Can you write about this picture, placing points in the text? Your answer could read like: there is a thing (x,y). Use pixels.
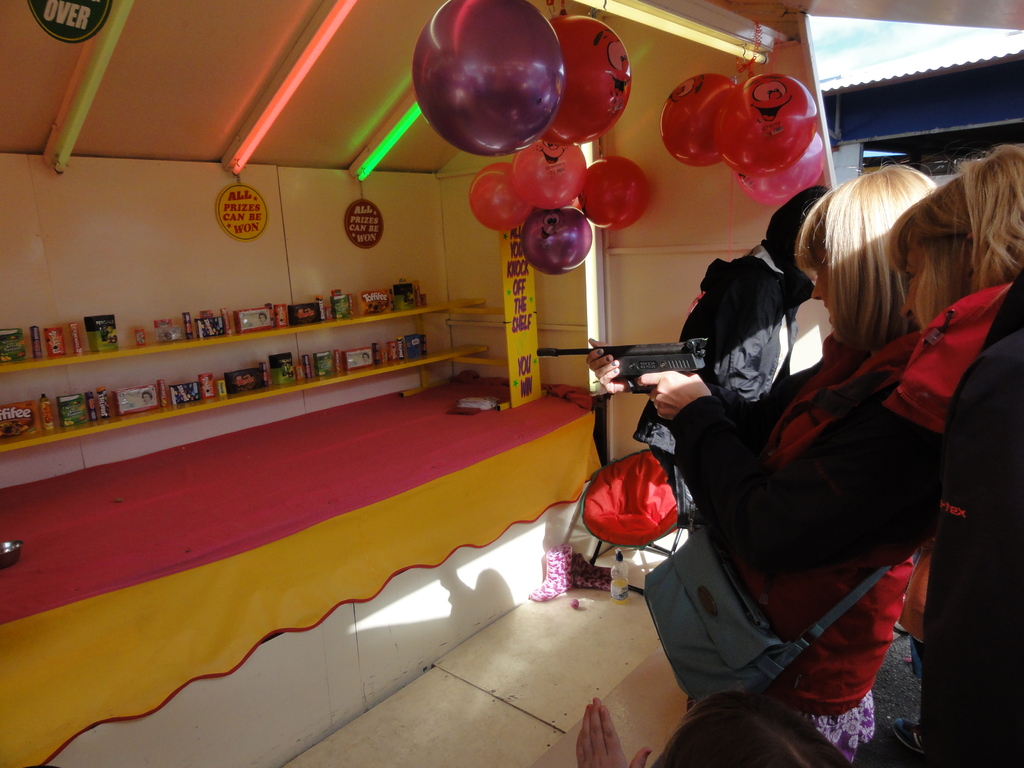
In this picture we can see objects (326,360) in the racks (267,331). Here we can see boards (244,221). These are balloons (629,181). We can see lights (762,48) at the top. Here we can see people (854,283) and this woman (849,288) is holding a gun (659,351) in her hands (671,413). This is a sling bag (730,643).
